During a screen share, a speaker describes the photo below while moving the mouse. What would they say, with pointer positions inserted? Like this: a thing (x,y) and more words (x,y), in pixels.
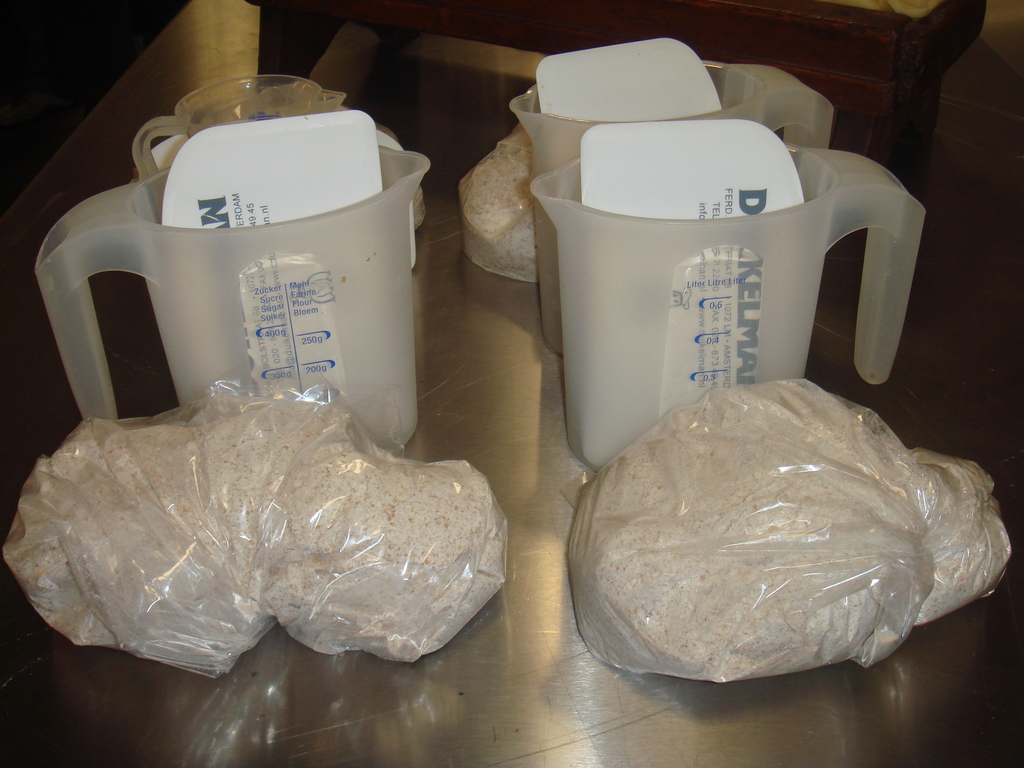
In this image we can see plastic bags (742,541) with some object (713,522) and there are jars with plastic scrapers (586,145) inside the jar (590,331) on the table (568,632) and in the background (579,34) there is an object (797,25) looks like a table (890,65).
